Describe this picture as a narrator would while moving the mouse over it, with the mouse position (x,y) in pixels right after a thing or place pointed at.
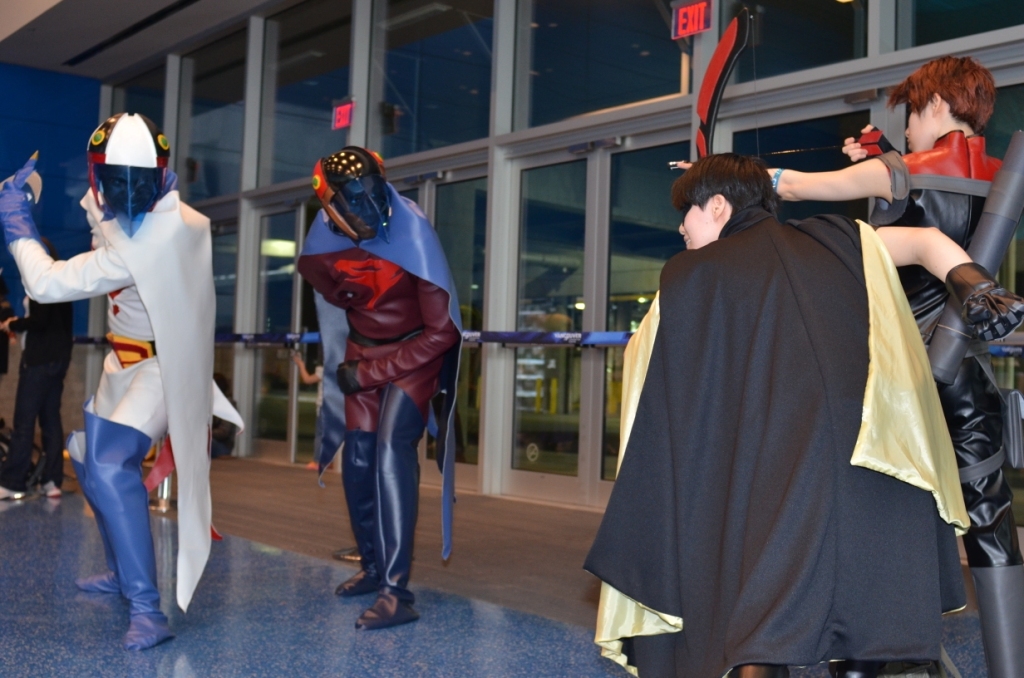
In this image I can see few people (379,278) are standing and I can see all of them are wearing costumes (956,138). I can see few glass doors (654,233) and few red colour exit sign boards (688,21). I can also see few more people (66,309) in background (39,321).
